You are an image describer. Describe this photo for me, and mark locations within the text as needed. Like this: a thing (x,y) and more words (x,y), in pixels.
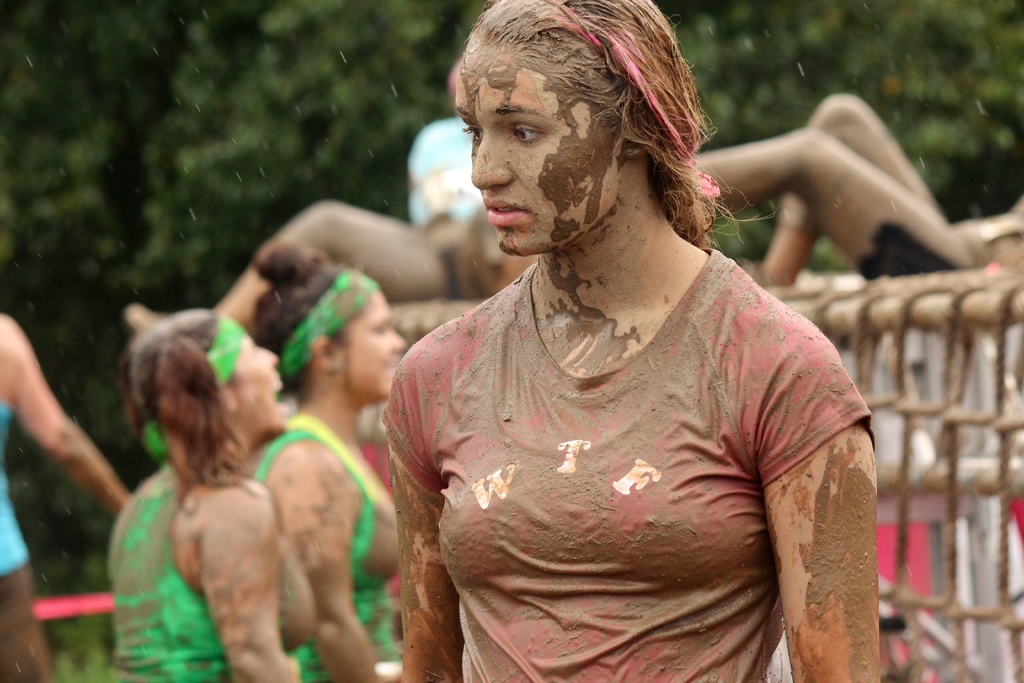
A woman (559,189) is standing covered with the mud (828,645). There are other people (457,288) at the back (819,106). There are trees (883,105) at the back (712,97).
